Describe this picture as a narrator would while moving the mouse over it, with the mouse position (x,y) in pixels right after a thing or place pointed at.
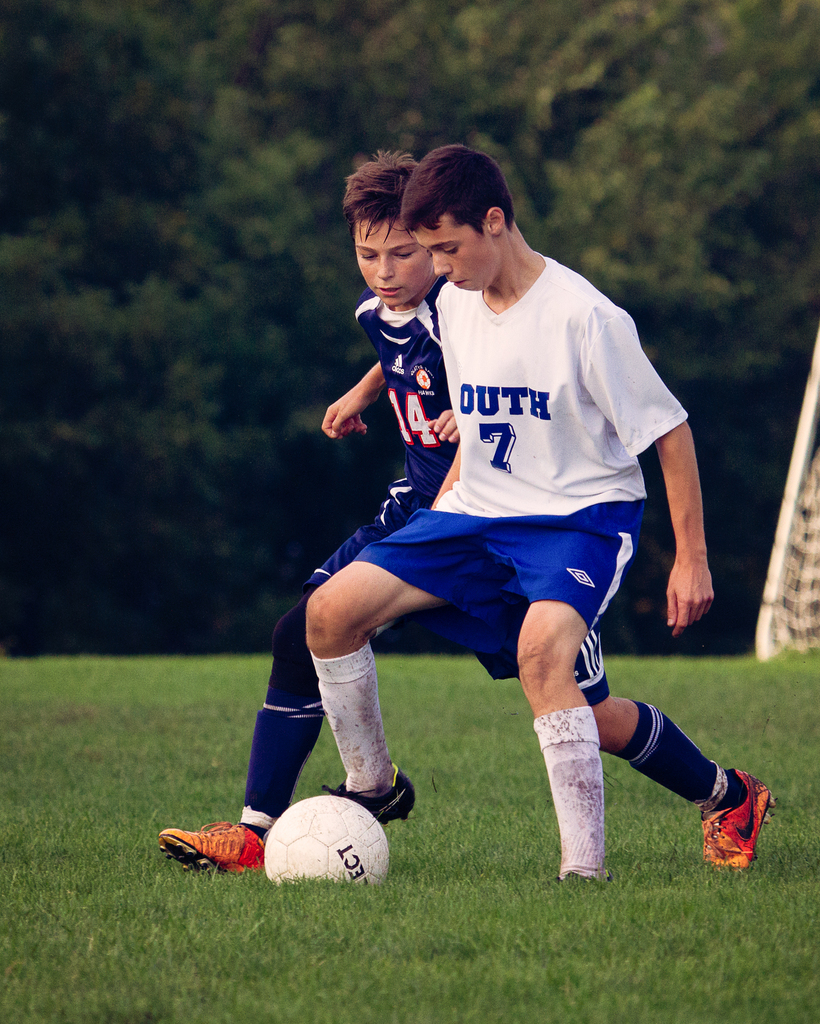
In the image we can see there are kids (537,577) standing on the ground (482,870) and there is foot ball (359,862) on the ground (484,833). The ground (510,774) is covered with grass (478,848) and behind there are trees (366,153). The image is little blurry at the back (191,194).
